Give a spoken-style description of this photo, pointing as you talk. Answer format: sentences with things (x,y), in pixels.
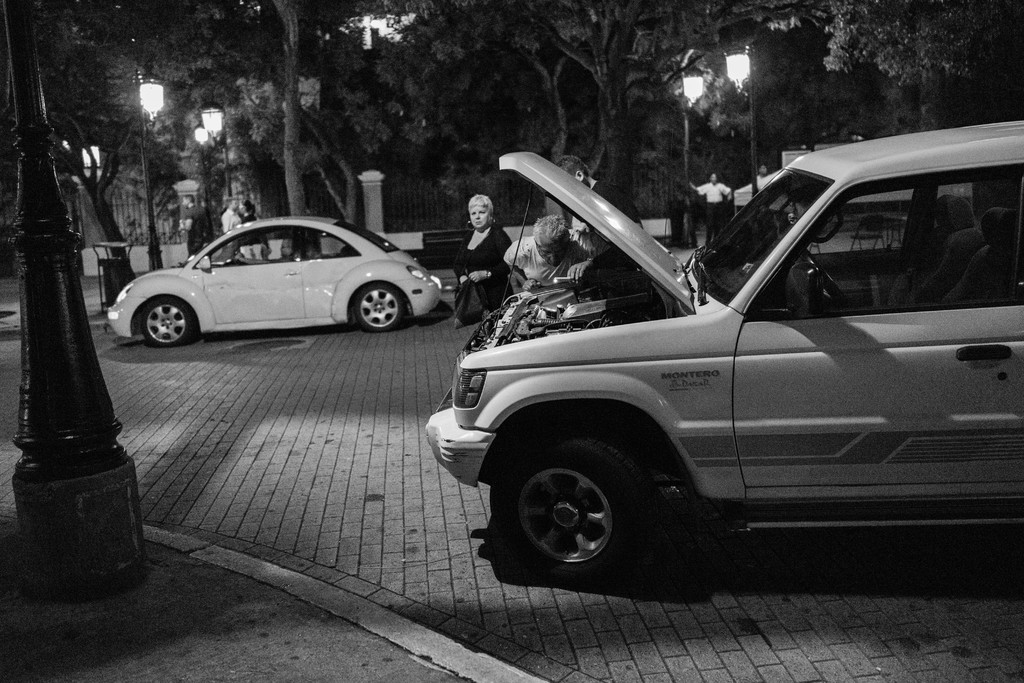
It is a black and white image and in this image we can see two cars (284,284) parked on the road (719,555). We can also see some people (545,231). Image also consists of many trees (510,67) and light poles (199,129).
